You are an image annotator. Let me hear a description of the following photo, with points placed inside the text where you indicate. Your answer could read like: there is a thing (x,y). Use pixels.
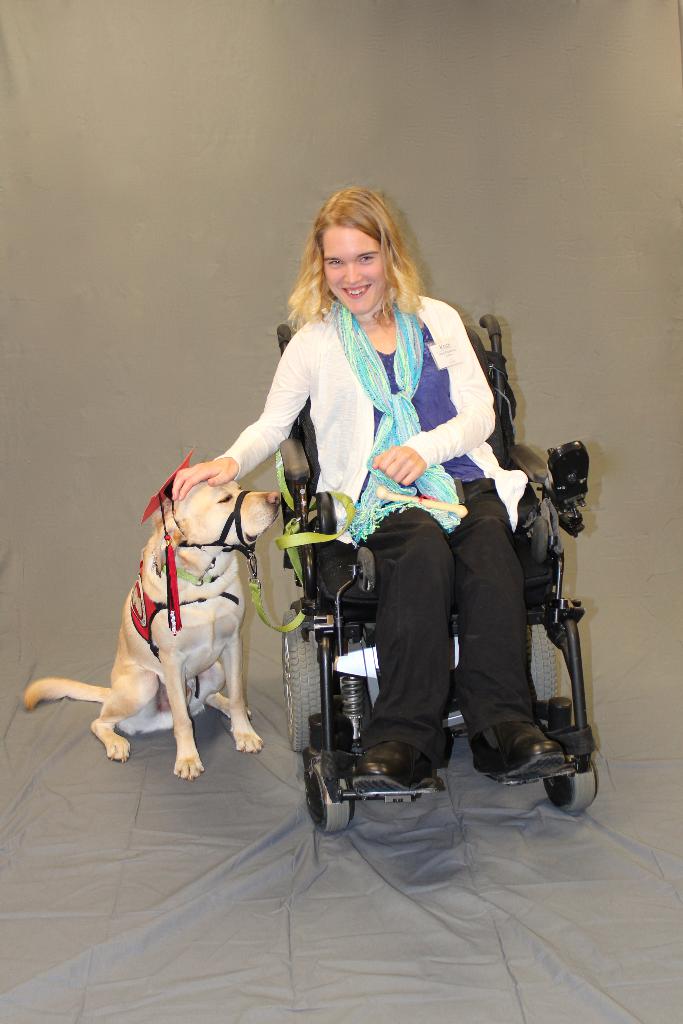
This woman (409,339) is smiling and sitting on a wheelchair (366,655). Beside this woman (317,292) there is a dog (235,532). This woman (343,449) kept her hand (176,483) on dog head (190,506). Background (593,380) it is in gray color.
